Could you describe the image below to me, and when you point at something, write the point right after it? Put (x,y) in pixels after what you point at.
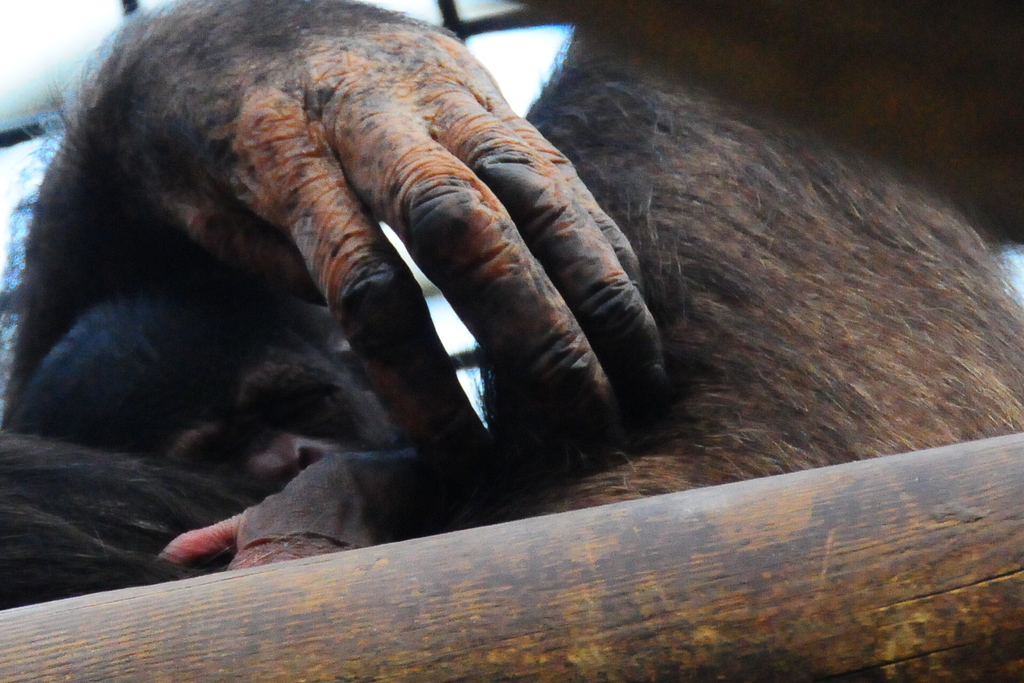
In this picture we can see two animals (312,365) and we can see wooden object (575,583).
